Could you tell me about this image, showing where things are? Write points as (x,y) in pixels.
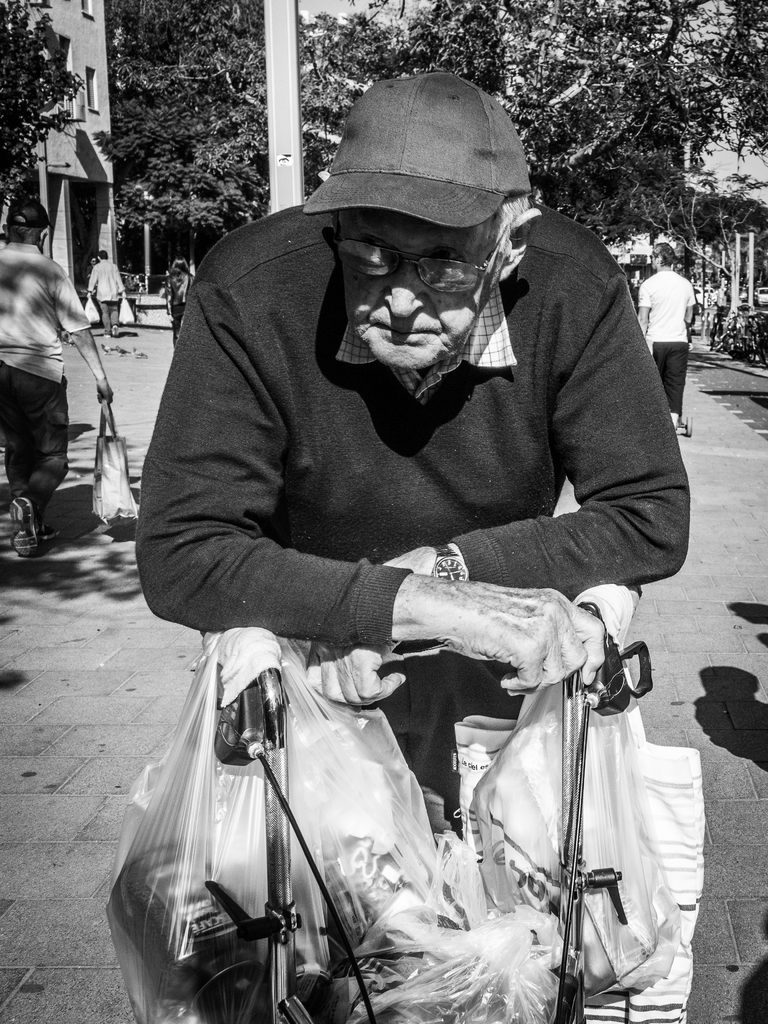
In the foreground (475,107) I can see an old man (194,535) carrying something, wearing cap (366,134). At the back (341,58) I can see a pillar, and some people (4,434) are walking and I can see some trees (311,86).
